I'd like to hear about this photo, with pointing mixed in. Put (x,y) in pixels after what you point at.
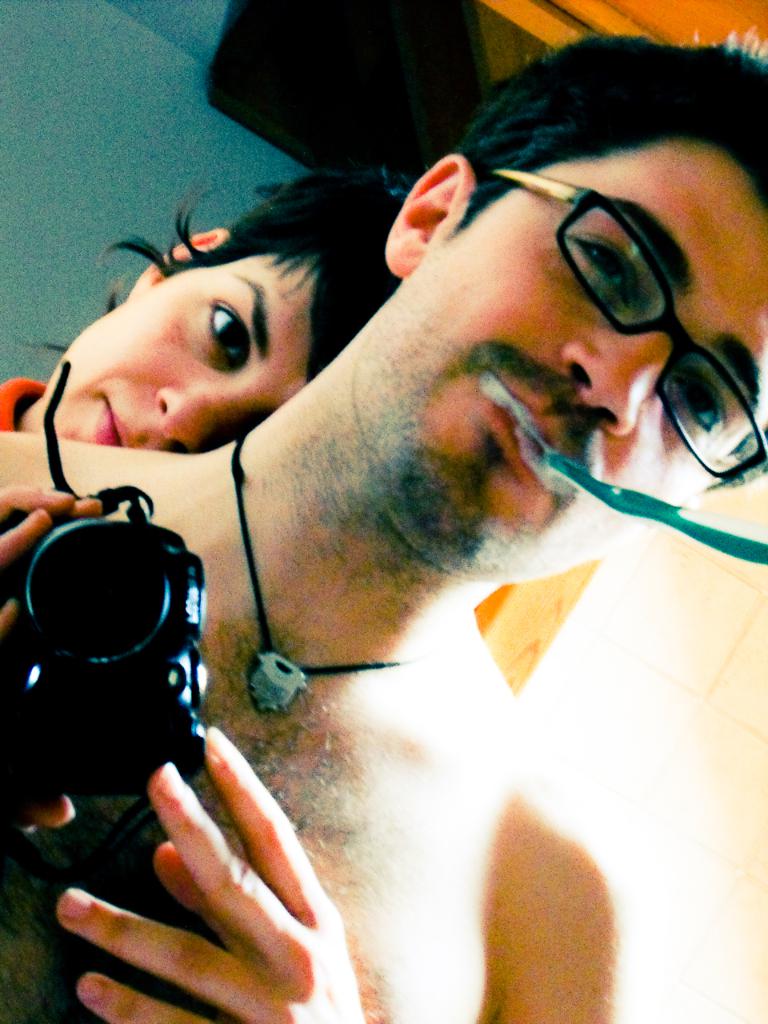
This picture shows a man (410,743) standing holding a camera (87,732) in his hands (286,830) and we see a toothbrush (723,544) in his mouth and spectacles (712,417) on his face (725,436) and we see a woman (265,336) standing on the back (189,303).
